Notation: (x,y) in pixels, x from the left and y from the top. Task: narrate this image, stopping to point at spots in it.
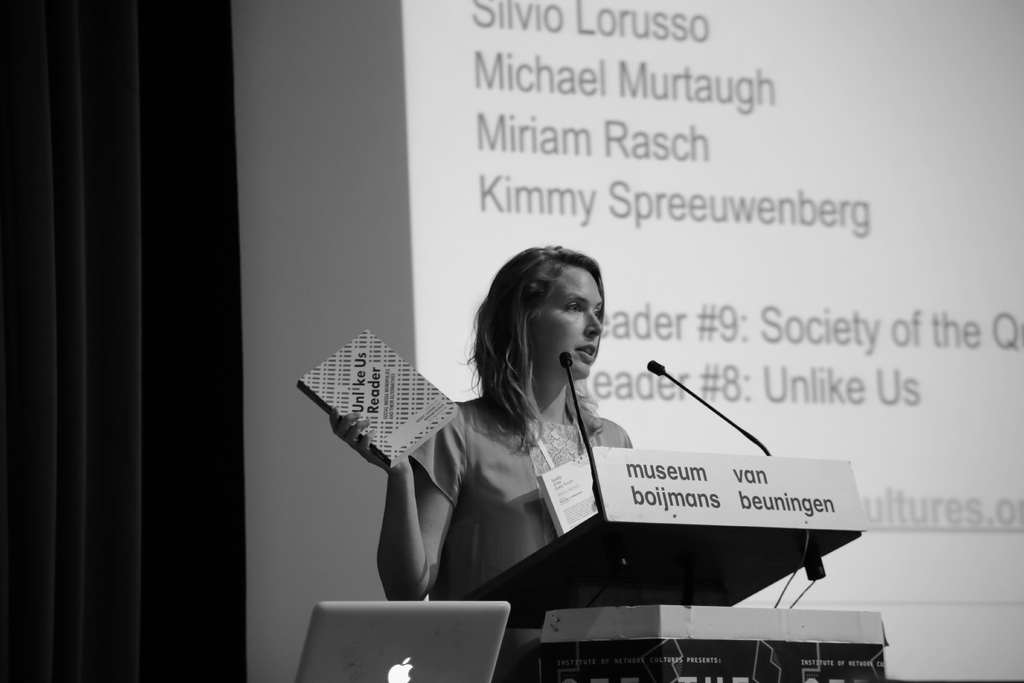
In this image we can see a person (514,399) holding a book (449,404) and standing near the podium (615,493) with mics (704,403) and there is a laptop (410,632) beside the podium (553,639) and a presentation screen (674,175) with text (745,221) in the background (745,221).
